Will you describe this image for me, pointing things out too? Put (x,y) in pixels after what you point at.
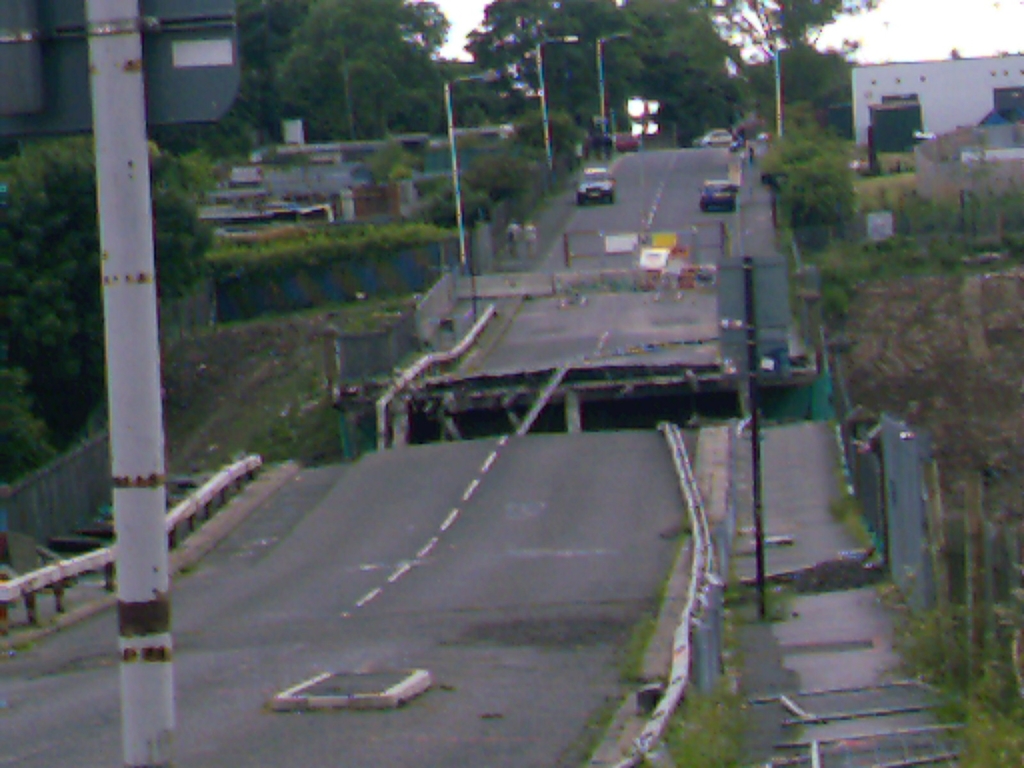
This picture is clicked outside. In the foreground (488,684) we can see the metal rods (114,50), concrete road (517,678), green grass (977,721) and some other objects (899,501). In the center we can see the plants (1008,216), trees (798,199), vehicles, persons (529,235) like things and some other items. In the background (923,38) we can see the sky (879,29), trees (519,82), houses (1016,105), metal rods (606,112) and many other objects (976,136).
